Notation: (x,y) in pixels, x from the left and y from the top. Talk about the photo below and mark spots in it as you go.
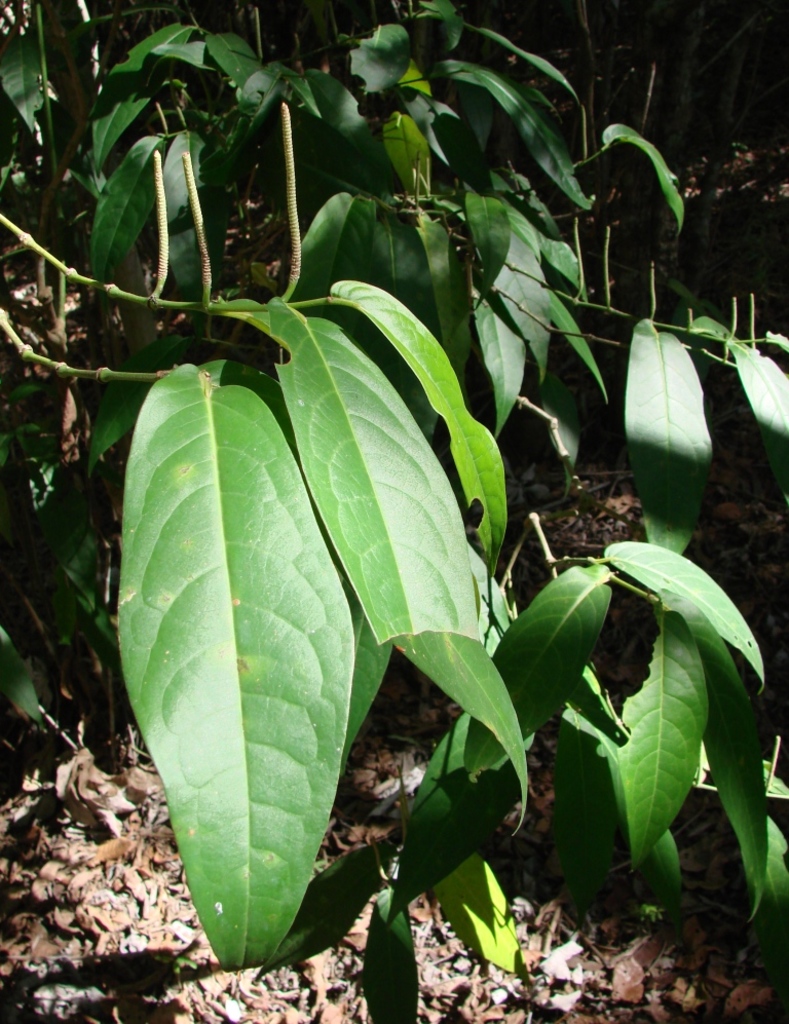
This image is taken outdoors. At the bottom of the image (111,858) there is a ground (81,879) with many dry leaves (94,898) on it. In the middle of the image (369,573) there is a tree (373,169) with green leaves (359,458), branches (178,306) and stems (411,197).
